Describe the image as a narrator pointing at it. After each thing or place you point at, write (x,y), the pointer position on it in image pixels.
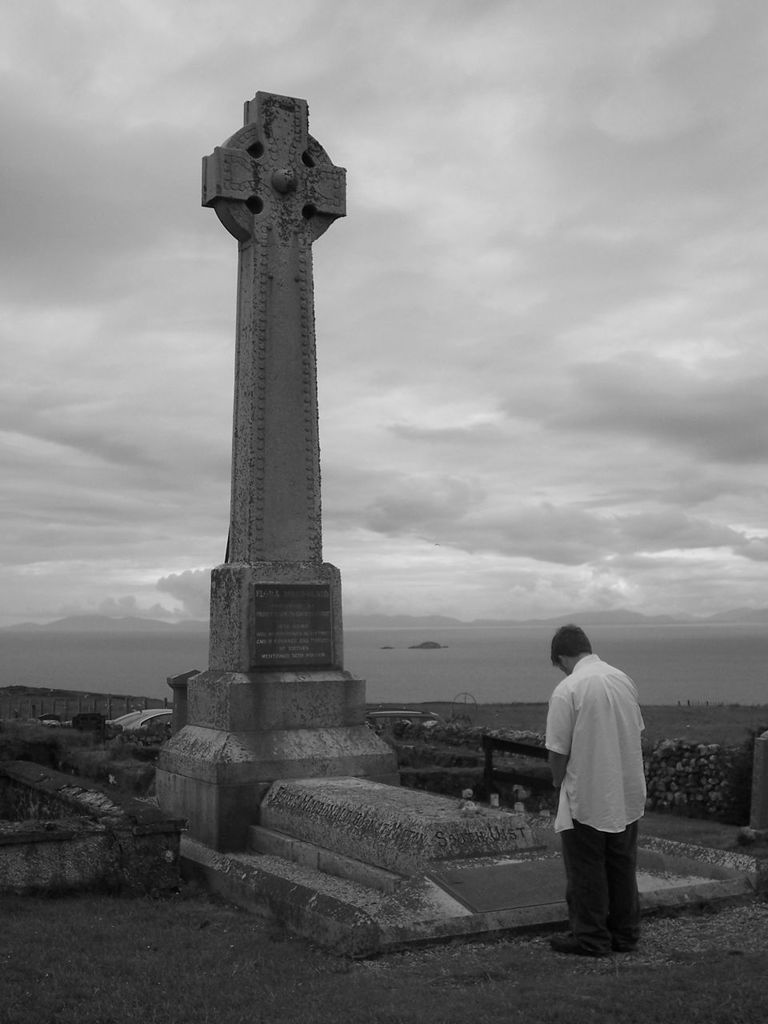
In this picture we can see a person (632,783) is standing in the front (641,760), there is a memorial (311,692) in the middle (256,421), in the background (714,716) there are some plants (730,749), we can see the sky (470,539) and clouds (453,176) at the top of the picture (475,135).
